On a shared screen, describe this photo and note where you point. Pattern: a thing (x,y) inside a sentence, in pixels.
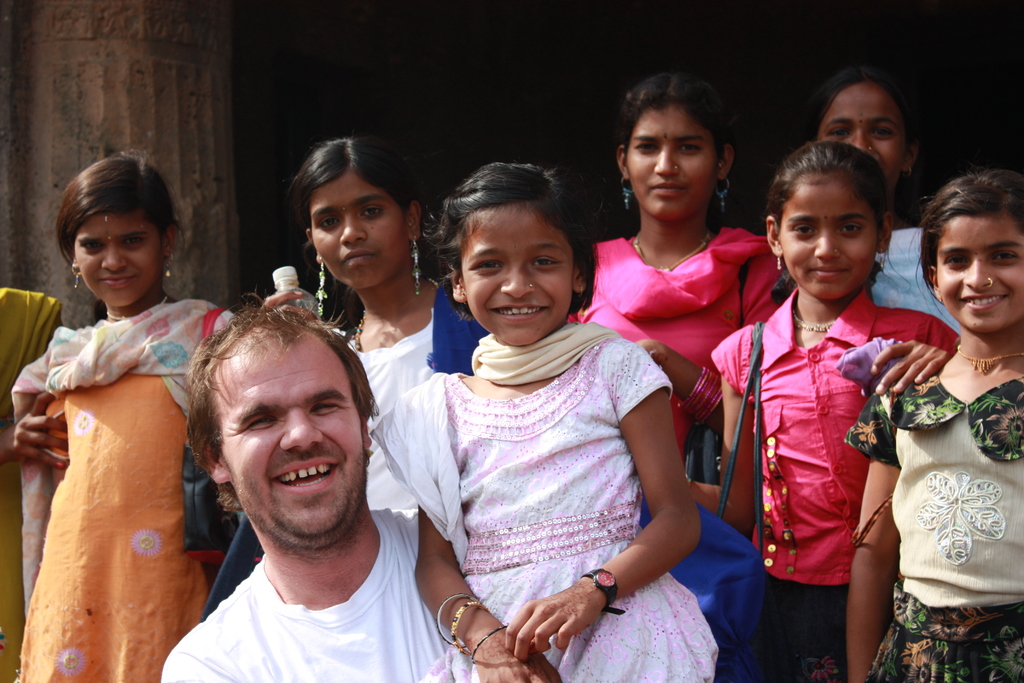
In this picture I can see a number of people (380,336) with a smile. I can see the bottle (281,288). I can see the bags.
